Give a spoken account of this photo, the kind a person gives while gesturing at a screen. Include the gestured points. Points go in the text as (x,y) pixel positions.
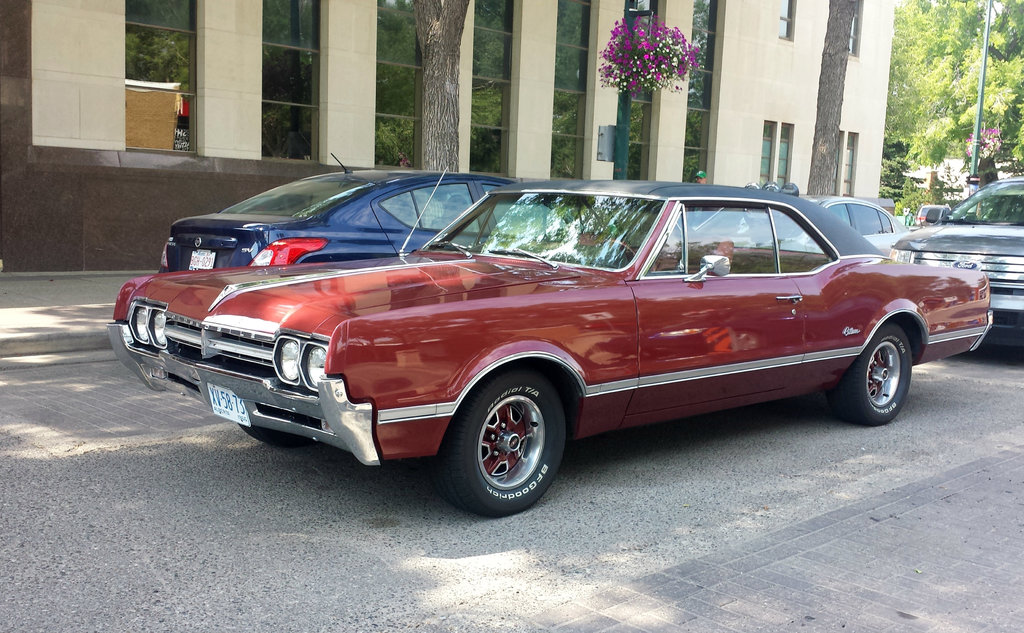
In this picture we can see many cars (880,273) on the road (447,534). On the background (274,116) there is a building (238,104). On the top right corner (918,84) we can see sky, green color pole (976,164), tree (1013,109) and plants (923,196).
